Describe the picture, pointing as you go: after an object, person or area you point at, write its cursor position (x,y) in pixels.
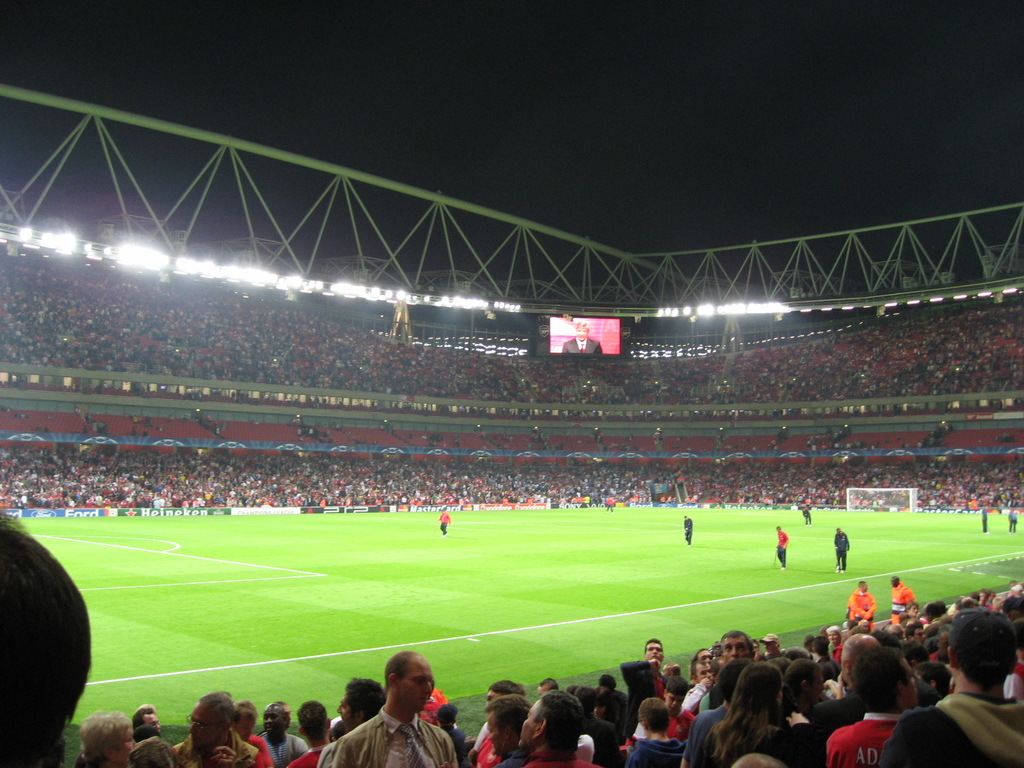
In this image we can see the view of a playground (302,593), there are persons (986,515) standing on the playground (613,540), there are group of audience (552,739) towards the bottom of the image (723,688), there are boards (293,513), there is text (167,513) on the board (588,506), there is a screen (592,338), there is a man (579,347) on the screen (589,336), there is a metal object (395,189), there are lights (788,313) on the metal objects (783,297), there is a goal post (880,491), the top of the image (506,84) is dark.
